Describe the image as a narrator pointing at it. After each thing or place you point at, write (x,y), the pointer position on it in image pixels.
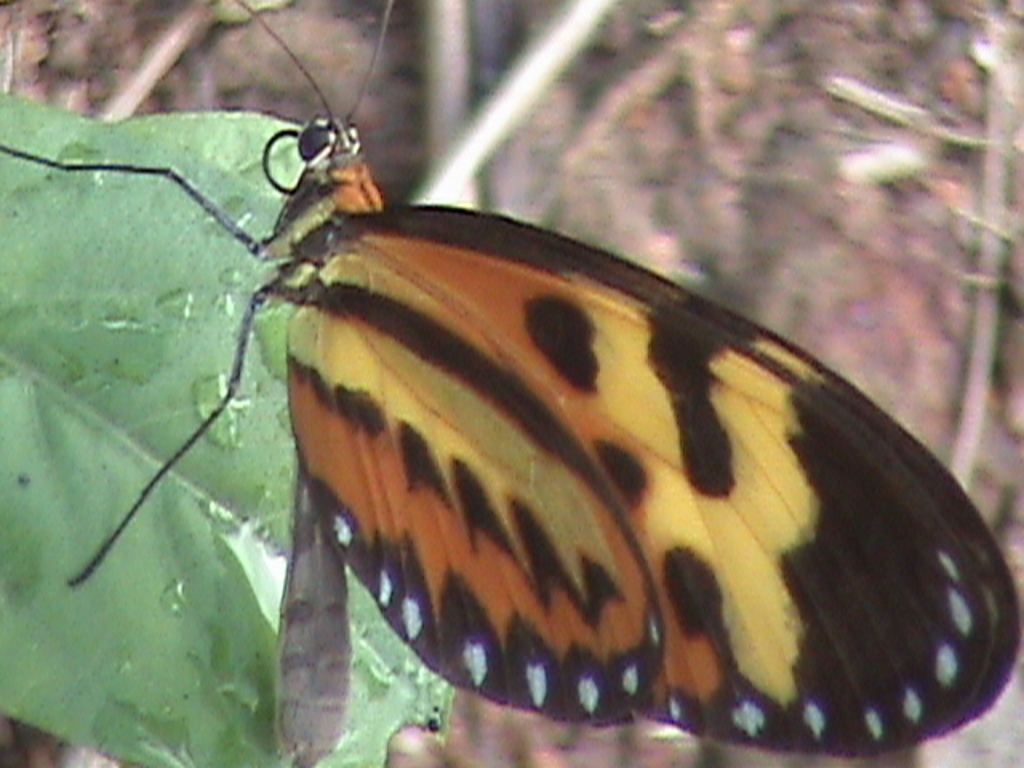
It is a butterfly (553,447) which is in black and brown color, on the left side (235,480) there are leaves (257,518).
